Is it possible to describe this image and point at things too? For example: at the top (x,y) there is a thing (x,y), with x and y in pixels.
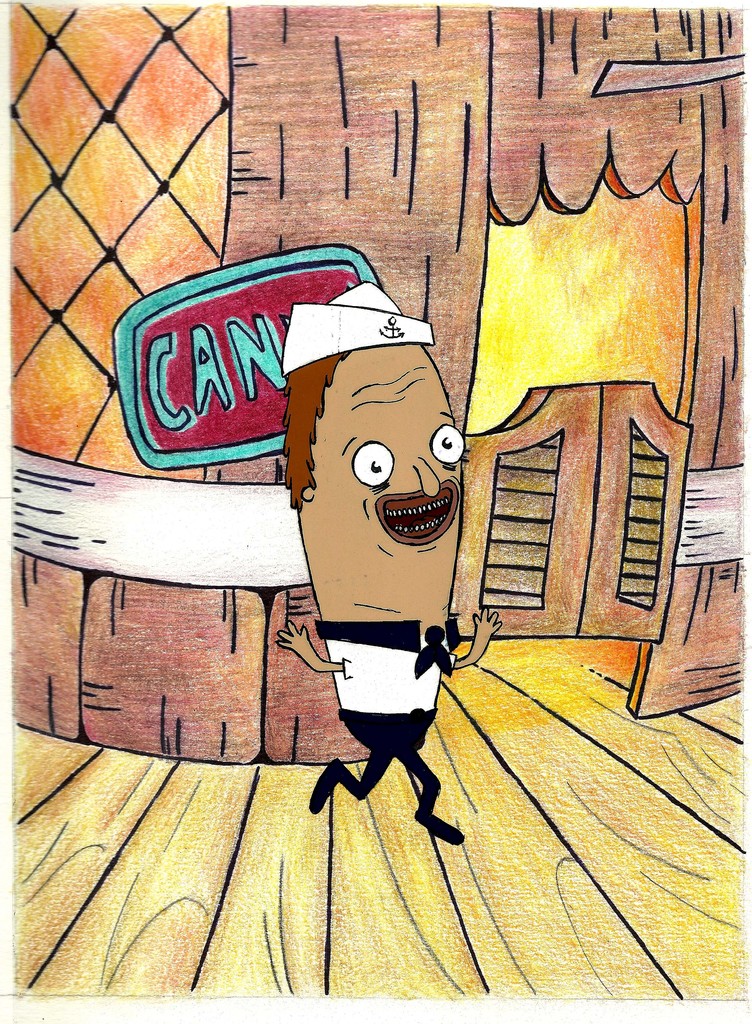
This is an animated image. In this image I can see the person (403,707) on the wooden floor (415,861). In the background (213,442) the board (205,368) to the house (307,187).
